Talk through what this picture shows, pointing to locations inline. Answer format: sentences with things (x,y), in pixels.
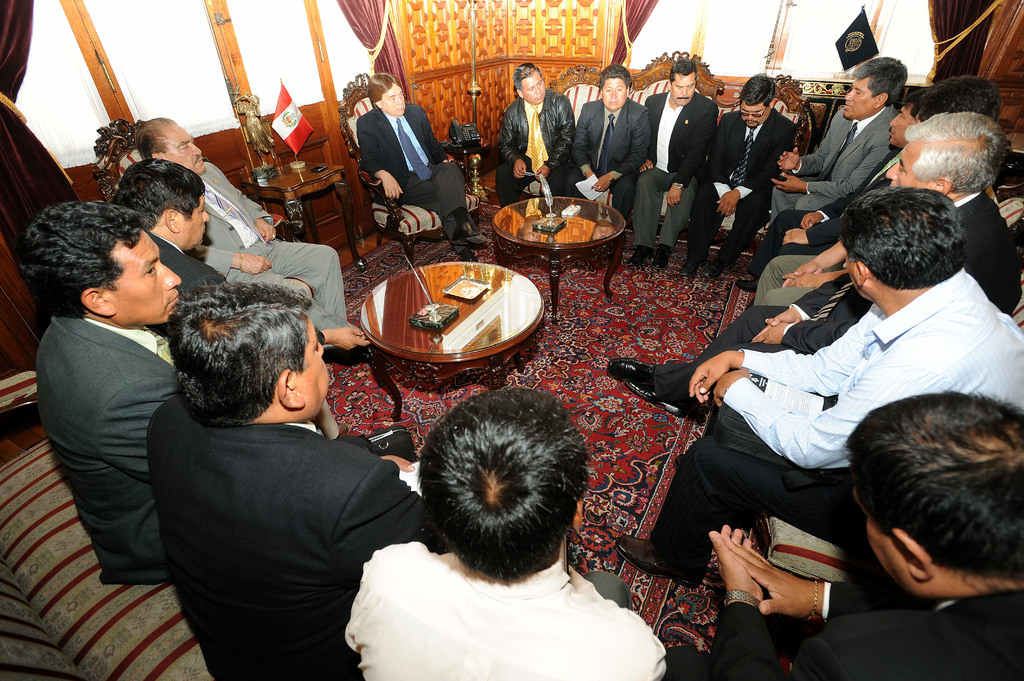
There is a group of people (478,658) who are sitting on a chair (378,214). There is a person (832,188) on the top right (885,150) and he is speaking. This is a wooden table (501,290) which is in the center (455,271) and this is a flag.
